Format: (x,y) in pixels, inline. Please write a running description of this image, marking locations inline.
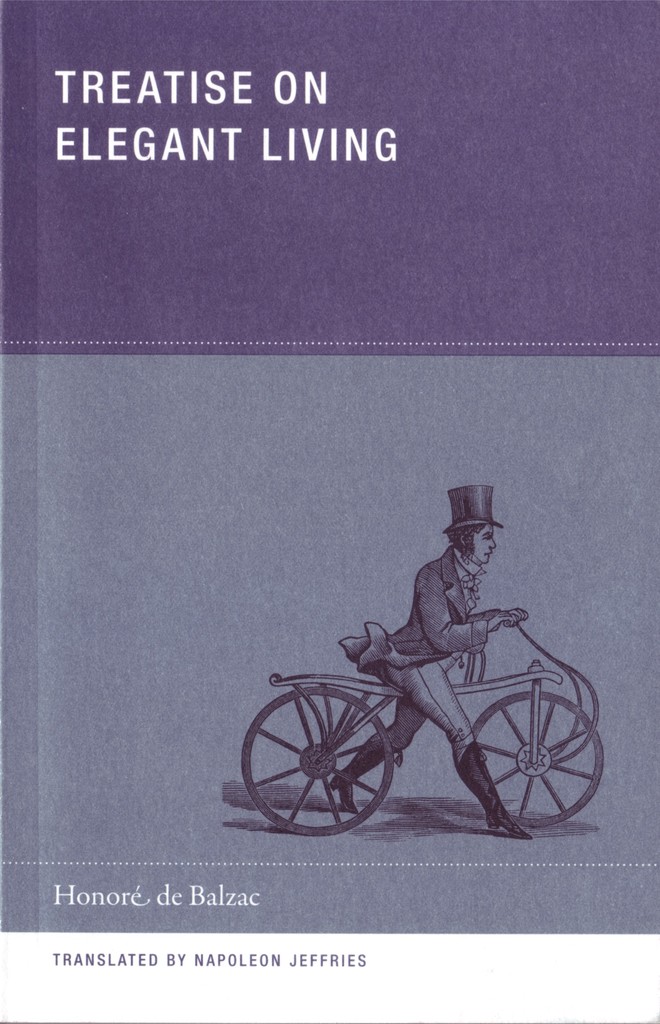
In this picture I can see a poster (192,204), there are words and there is a photo (468,624) of a person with a bicycle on the poster (316,569).
